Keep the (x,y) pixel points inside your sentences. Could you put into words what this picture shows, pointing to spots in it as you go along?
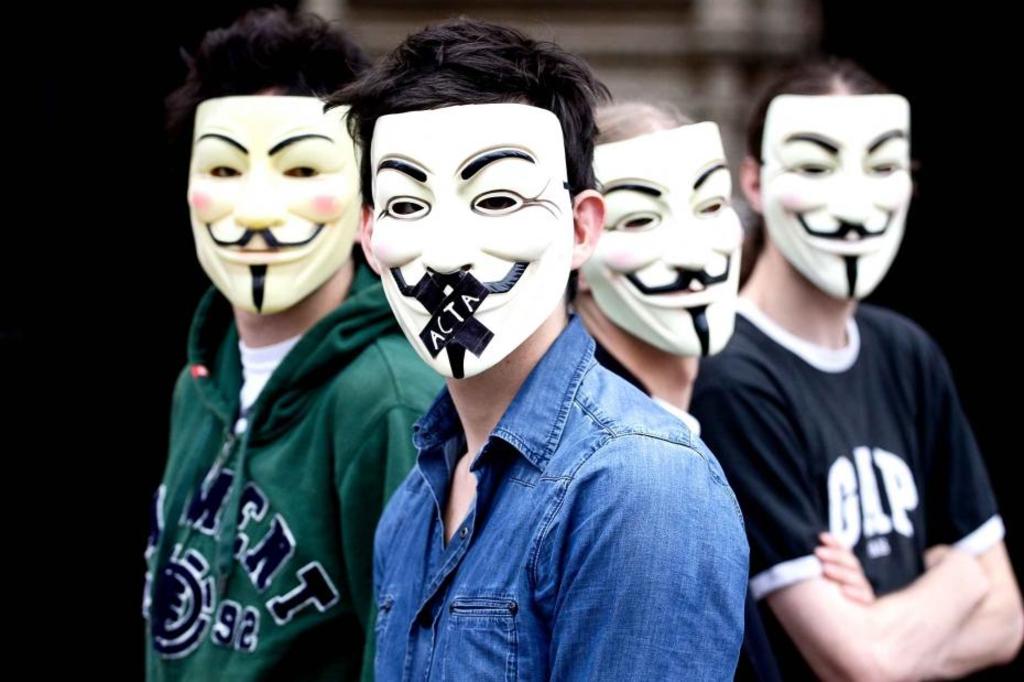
In this image, there are a few people (677,279) wearing masks (471,245). We can also see the blurred background (971,32).
